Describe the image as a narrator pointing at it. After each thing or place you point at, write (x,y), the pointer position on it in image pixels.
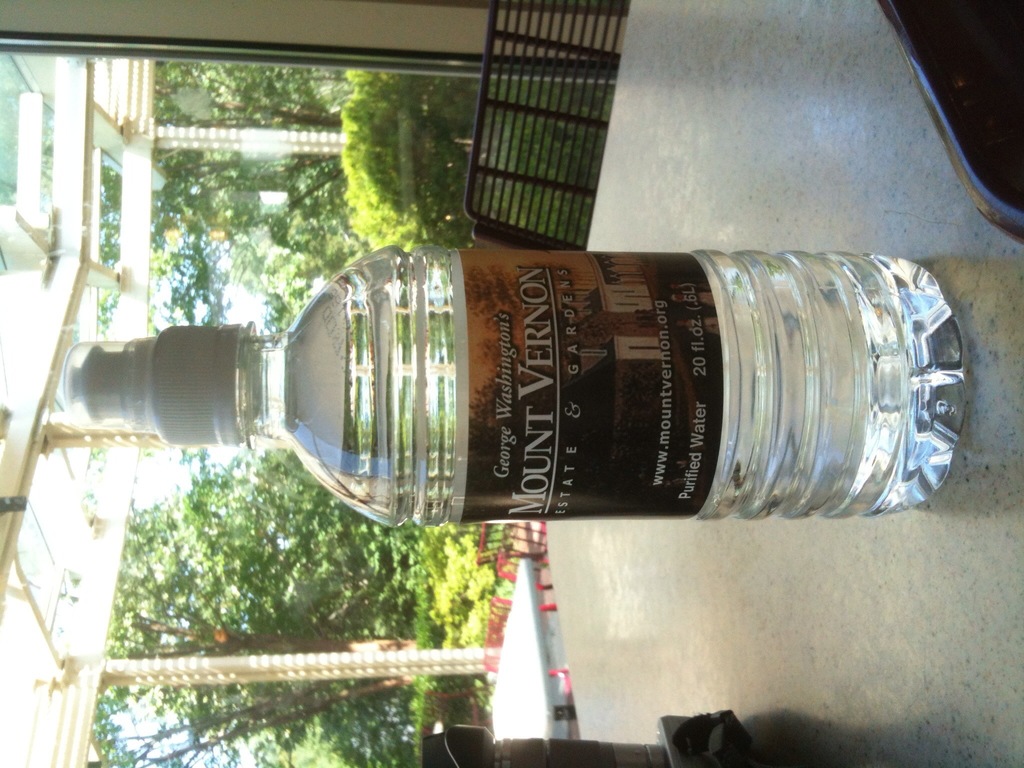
As we can see in the image there are trees (225,210), chair (520,112) and table (754,157). On table (754,157) there is a bottle (604,408).
